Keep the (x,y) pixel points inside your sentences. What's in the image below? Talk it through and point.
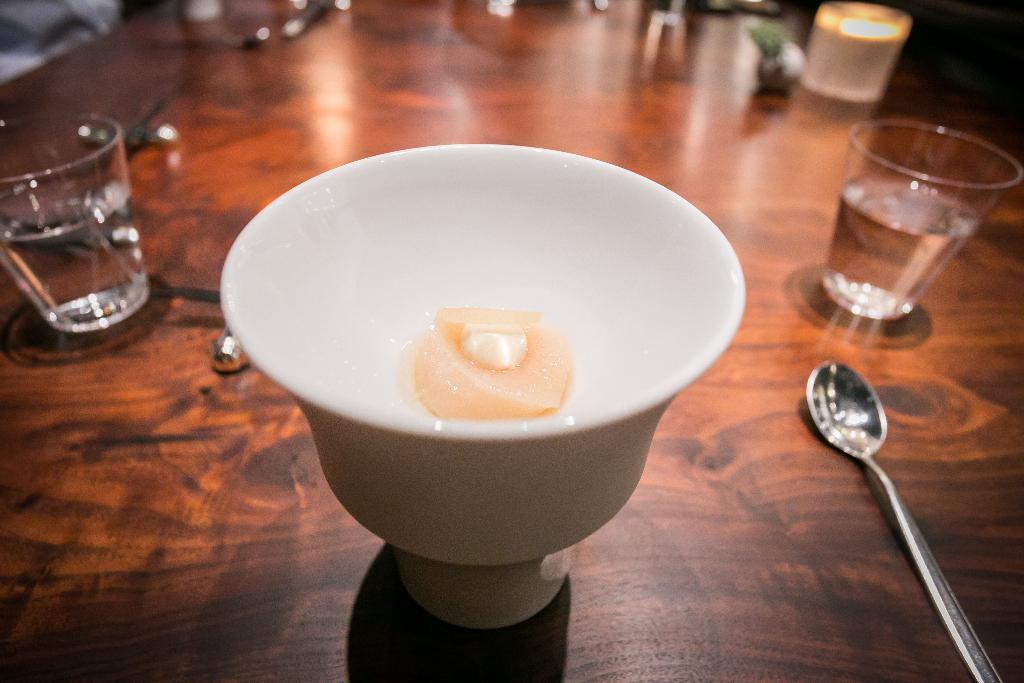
In this image we can see bowl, spoon (871,423), glass (889,246) on the table (36,335).
